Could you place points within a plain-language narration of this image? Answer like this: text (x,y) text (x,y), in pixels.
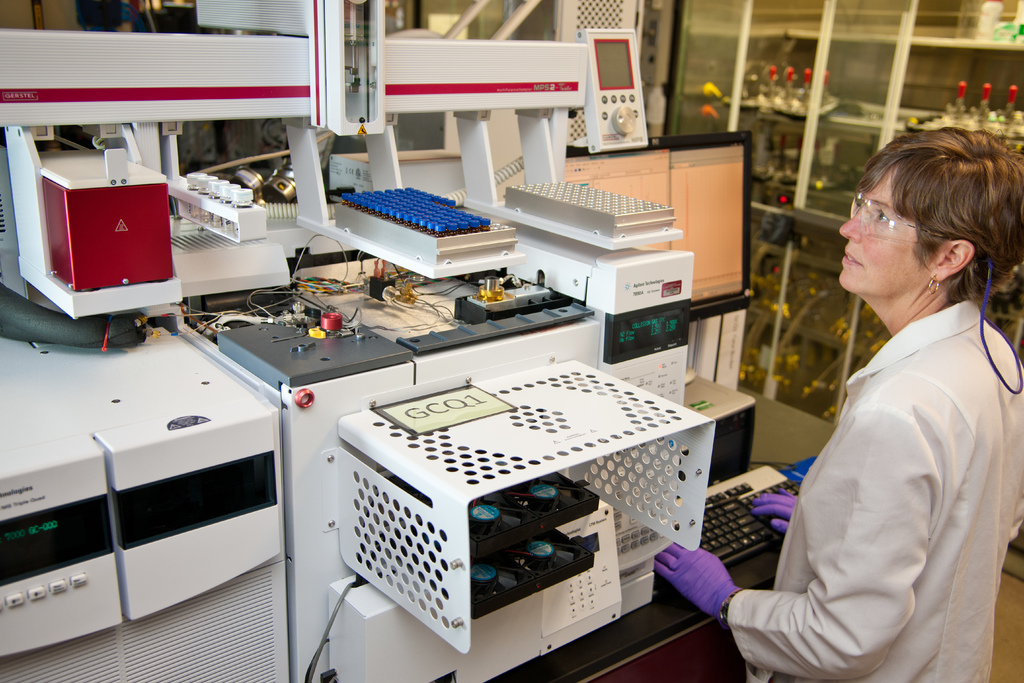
On the right side of the image (916,561) we can see a lady (890,286) standing. She is wearing an apron (909,487) we can see a keyboard (753,484) and there are machines (512,308). On the right (686,67) there is a door (722,85).
